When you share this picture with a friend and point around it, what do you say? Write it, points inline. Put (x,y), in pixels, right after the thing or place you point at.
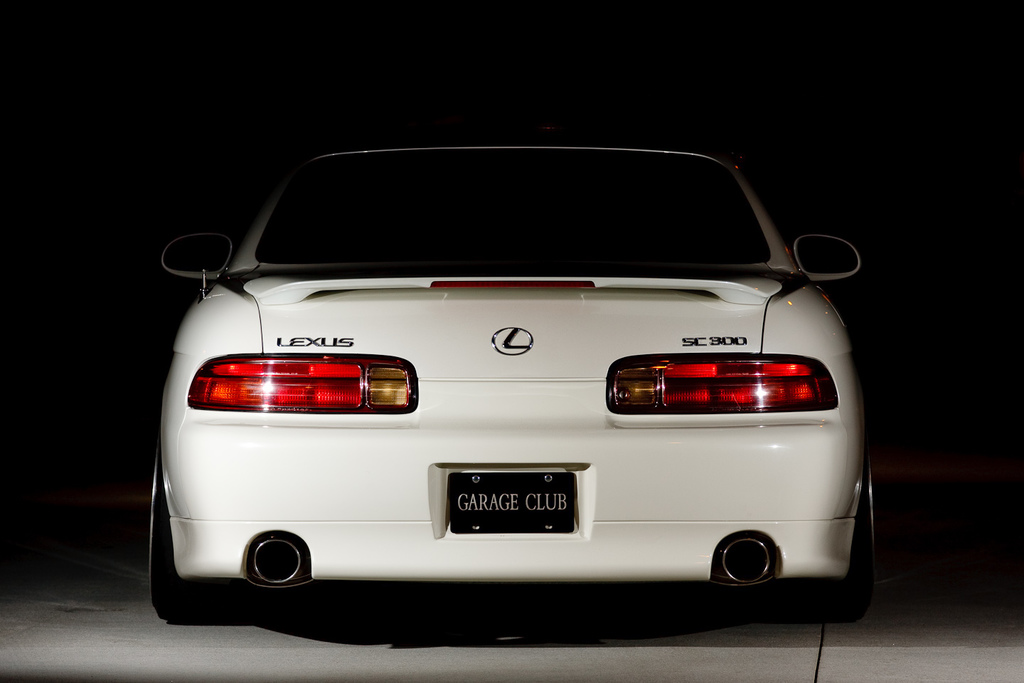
This is a car (475,433), which is white in color. I can see a registration plate (533,489), tail lights (312,374), logo (502,338), vehicle silencers (745,562), side mirrors (206,270), wheels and other objects (728,259) are attached to a car (231,478). The background (459,1) looks dark.
